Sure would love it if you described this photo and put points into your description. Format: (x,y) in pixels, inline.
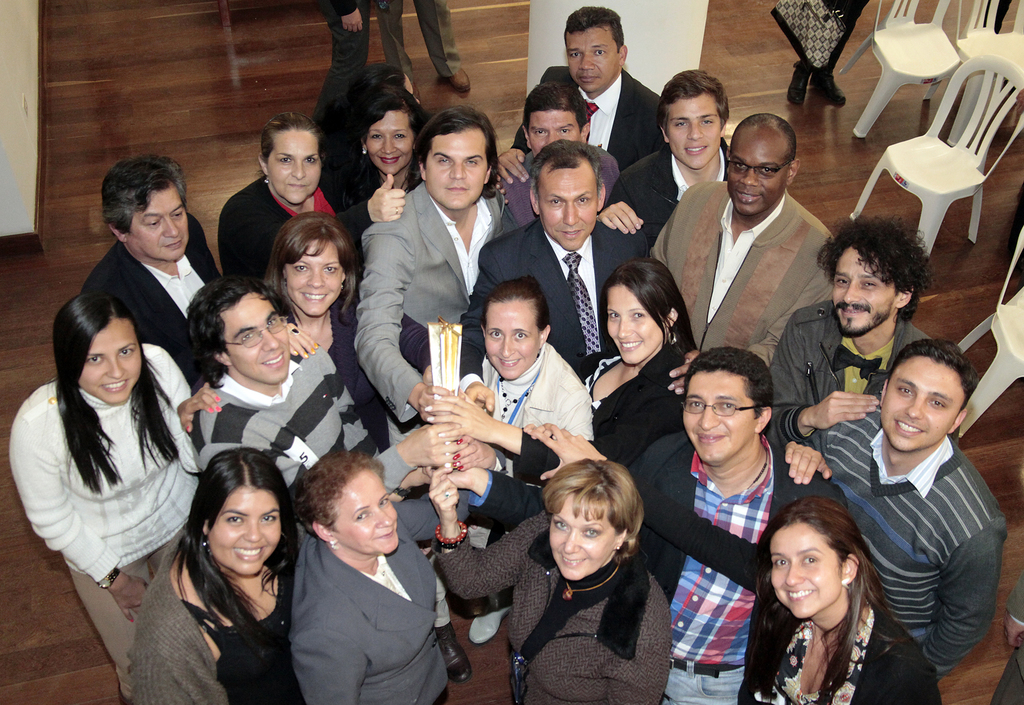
In this image I can see number of people (353,303) are standing. I can also smile on most of their faces (809,564) and I can see few of them (472,195) are wearing formal dress (628,83). I can also see few of them (265,329) are wearing specs (753,406) and here I can see few chairs (936,154). Here I can see few of them are holding an object (459,339).
